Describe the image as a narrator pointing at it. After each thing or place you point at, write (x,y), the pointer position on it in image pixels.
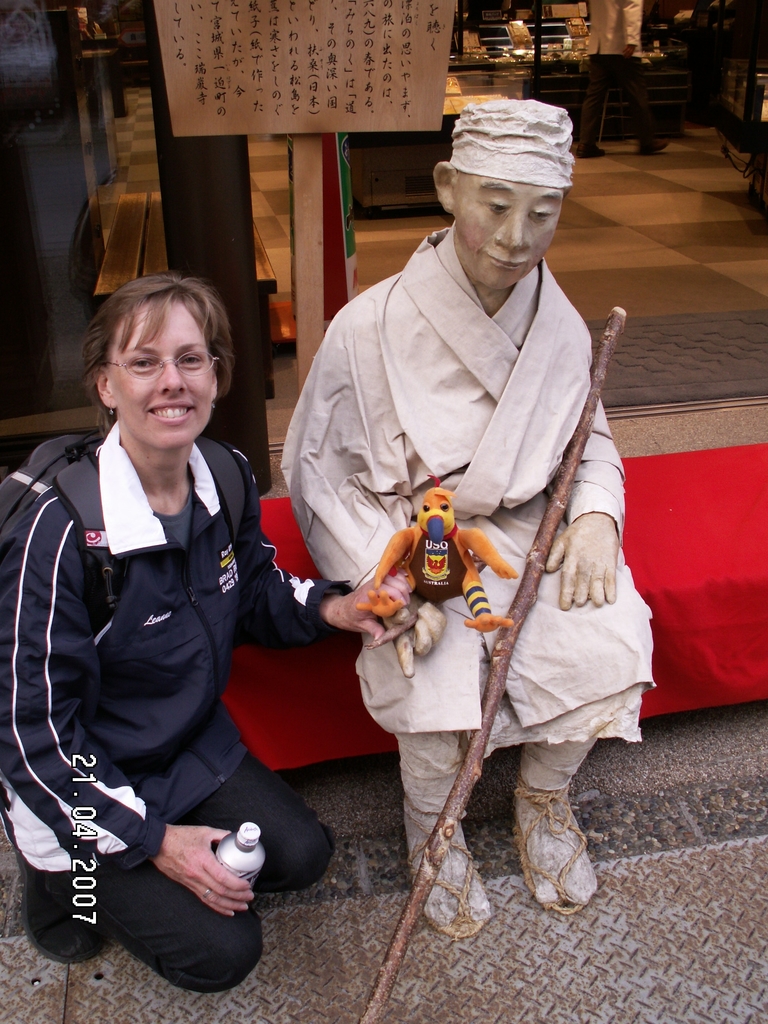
In this image we can see a person (141,584) holding a bottle (253,864) beside the statue (551,848) and there is a toy (478,535) and a stick (483,729) on the statue (615,692), there is a board (305,96) with text (406,24) to the building (67,132) and a person (623,15) walking on the floor (617,215) and there are few objects (574,31) inside the building (709,97).
